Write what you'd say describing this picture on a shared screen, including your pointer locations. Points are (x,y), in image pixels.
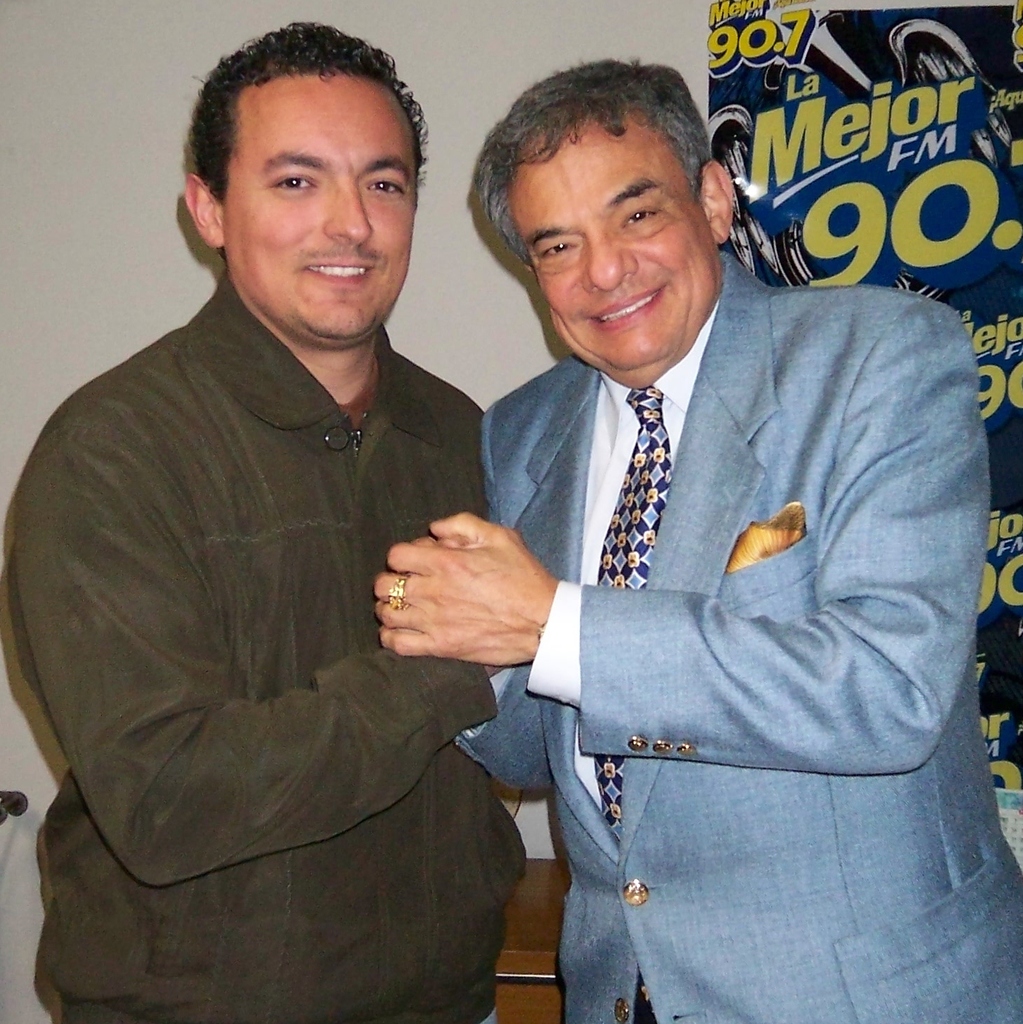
In this image, we can see people (363,299) standing and smiling and holding hands (519,598). In the background (823,95), there is a board (791,94) and we can see a wall (81,235). At the bottom (537,978), there is stand (540,985).
